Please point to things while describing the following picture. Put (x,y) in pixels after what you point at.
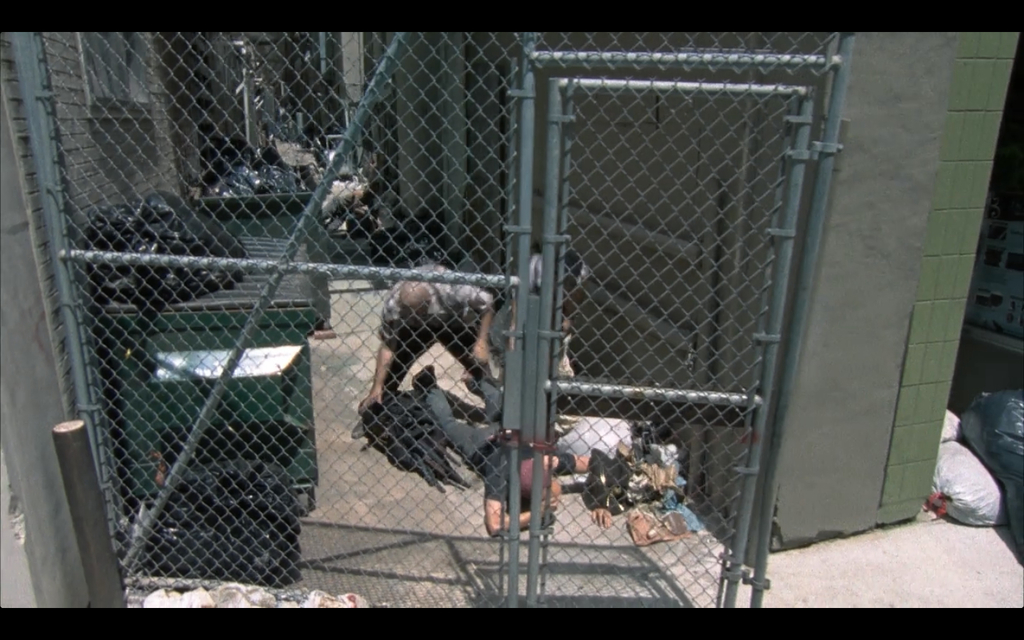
There is a mesh door (760,208) and it looks like a dump yard (251,208), two people (418,299), one lying down, inside the dump yard (618,370), there is a lot of trash (322,141) kept inside that area (305,199).
